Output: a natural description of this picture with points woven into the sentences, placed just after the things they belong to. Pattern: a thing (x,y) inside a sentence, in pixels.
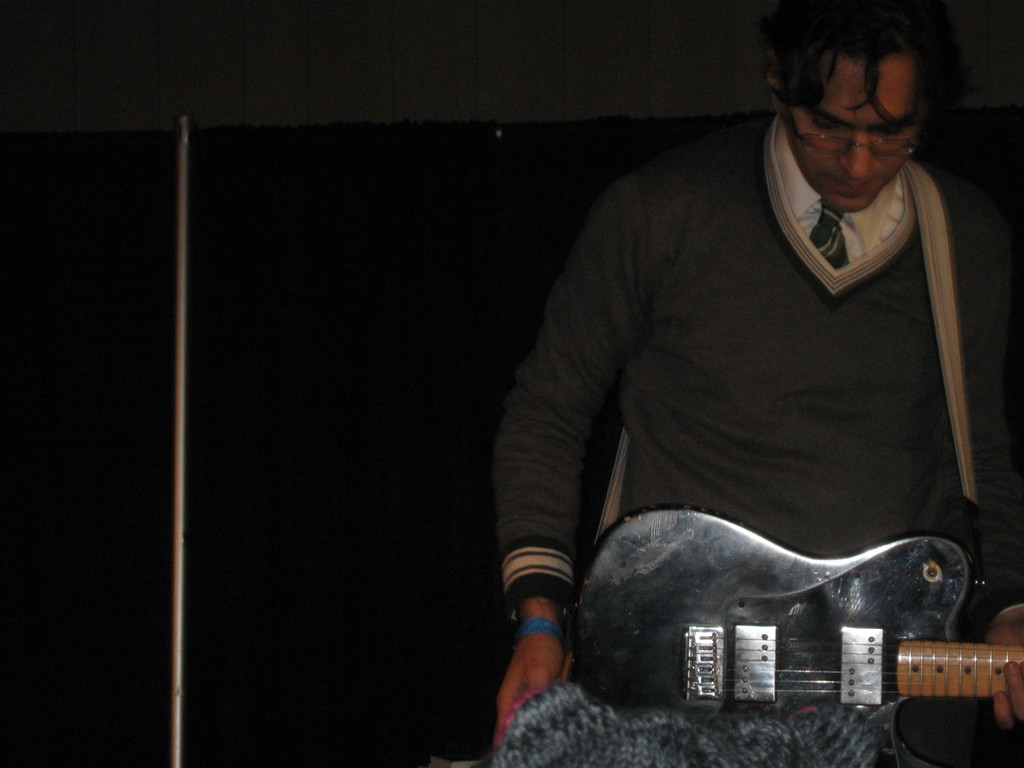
In this picture we can see man (968,377) holding guitar (722,583) in his hand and in background (398,258) it is dark.
